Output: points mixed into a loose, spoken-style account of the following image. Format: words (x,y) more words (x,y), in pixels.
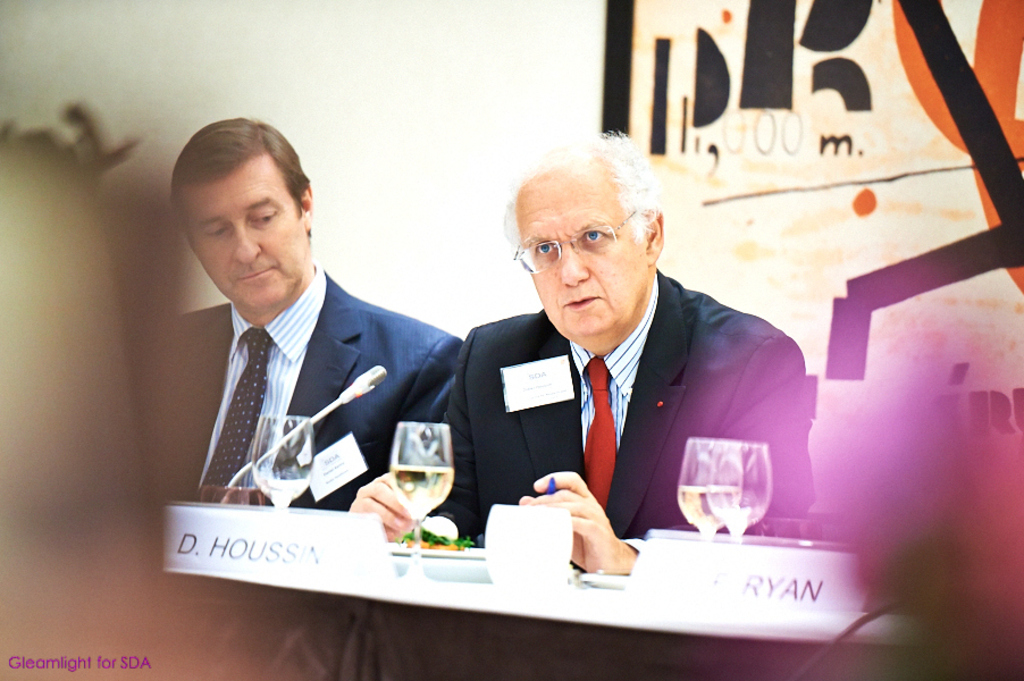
This image is taken indoors. In the background (536,108) there is a wall (593,64) with a painting (921,225) on it. At the bottom of the image (505,615) there is a table (585,595) with a few name boards (663,595), glasses (394,483), a mic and a few things (540,539) on it. In the middle of the image (466,360) two men (368,350) are sitting on the chairs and a man (575,473) is holding a pen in his hand (556,503).
